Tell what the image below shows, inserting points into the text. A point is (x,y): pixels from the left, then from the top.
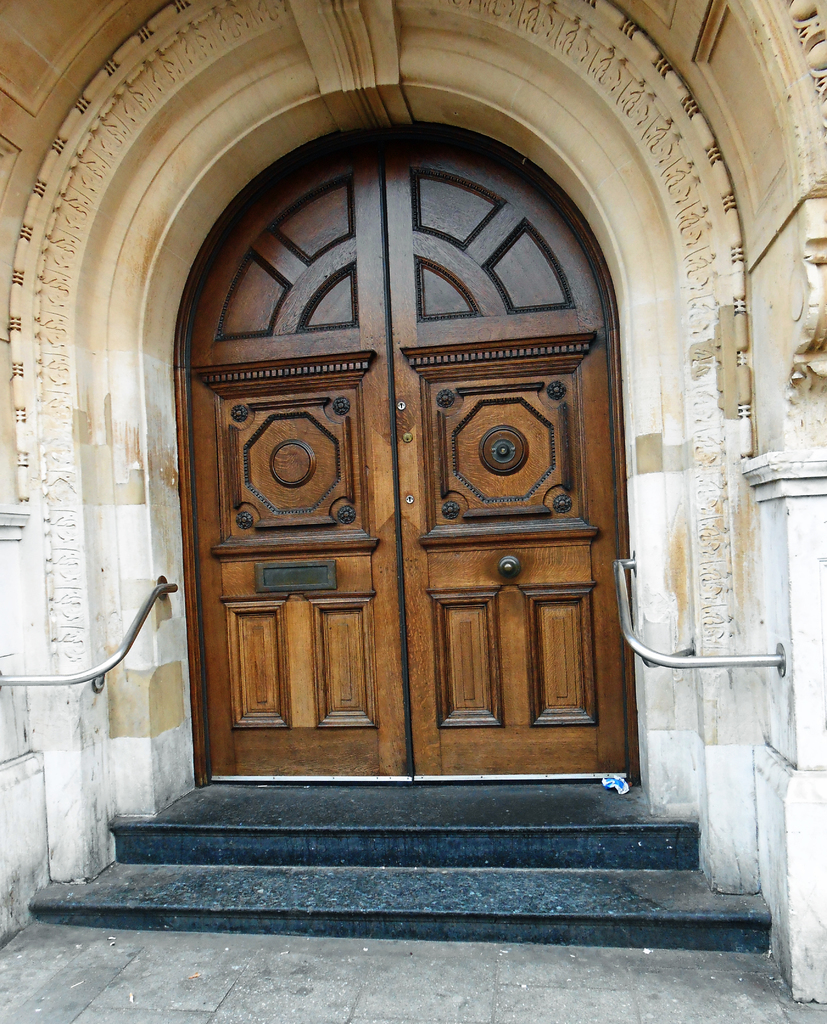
In this image in the center (316,547) there is a door (404,590) and in front of the door (601,581), there are grab bars (634,643) and there is an arch (79,300) and there are steps (326,887) and there is a wall (775,721).
